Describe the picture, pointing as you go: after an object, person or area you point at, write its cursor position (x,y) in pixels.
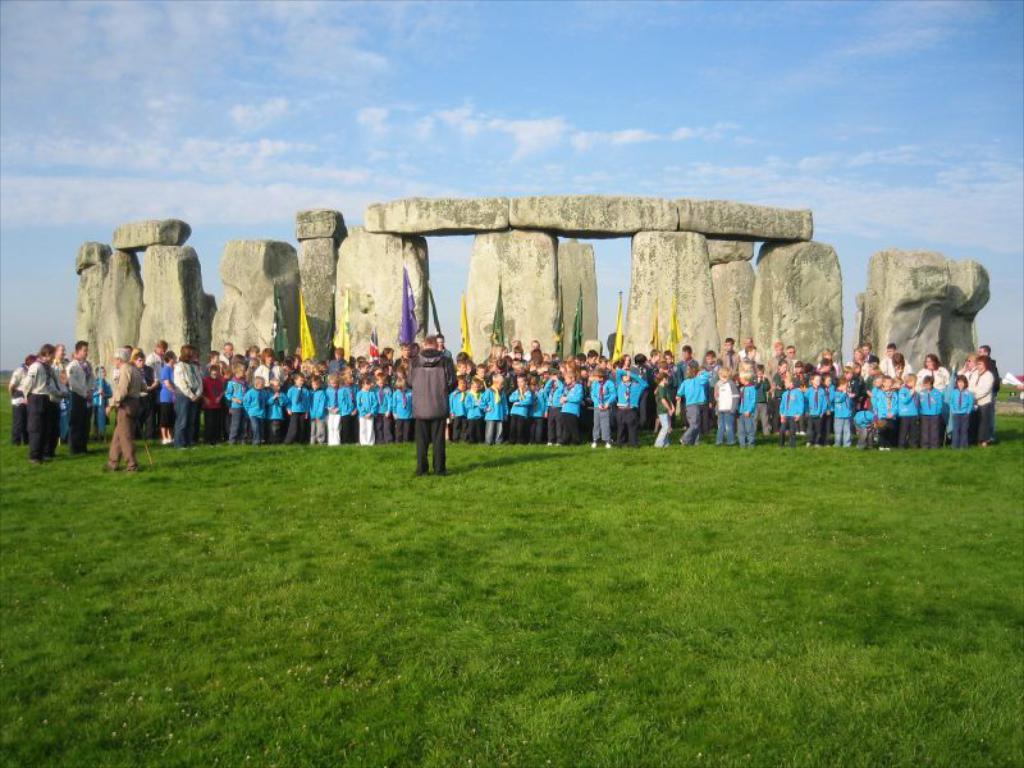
This is an outside view. At the bottom (427,611), I can see the grass (543,622). In the middle of the image (510,414) there are many people (438,417) standing. Few people (336,367) are holding flags (340,326). In the background (203,291) there are some rocks (160,289). At the top of the image (575,86) I can see the sky (418,94) and clouds (133,160).
